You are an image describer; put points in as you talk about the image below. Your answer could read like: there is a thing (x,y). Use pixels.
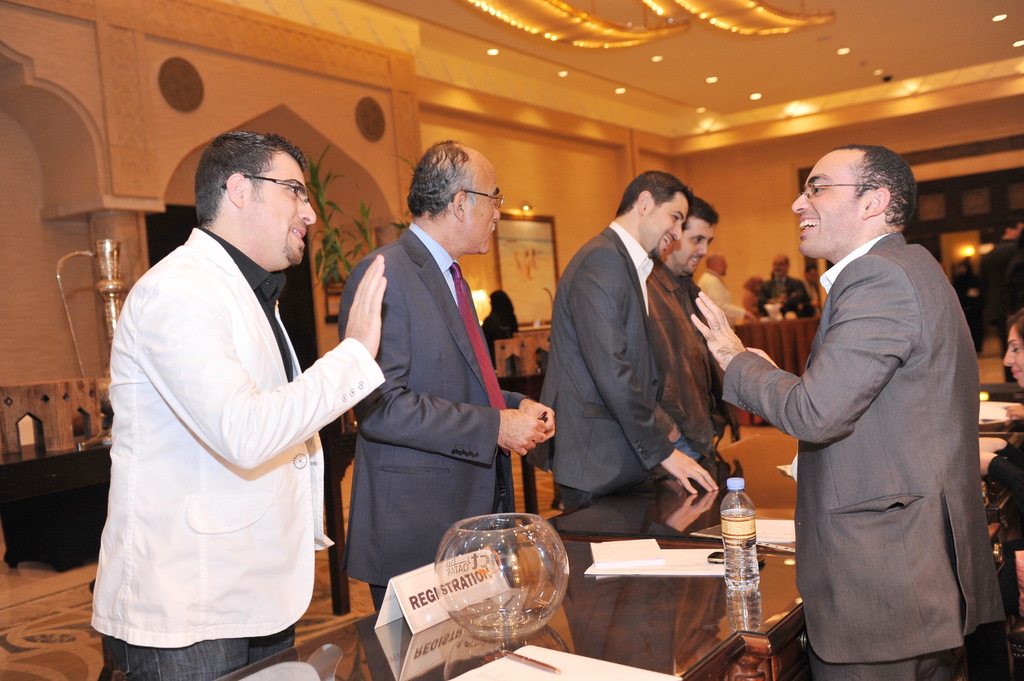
The picture is taken inside a hall (897,142). There are many people (928,315) standing wearing suits (244,394). In front of them on a table (693,529) there are bowl (525,566), bottle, pen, papers (521,650). In background (976,279) there are few other people (986,271). On the roof (864,37) there are lights (659,24). Here there is a plant (334,234). The person (829,271) in the right (836,257) is smiling.
